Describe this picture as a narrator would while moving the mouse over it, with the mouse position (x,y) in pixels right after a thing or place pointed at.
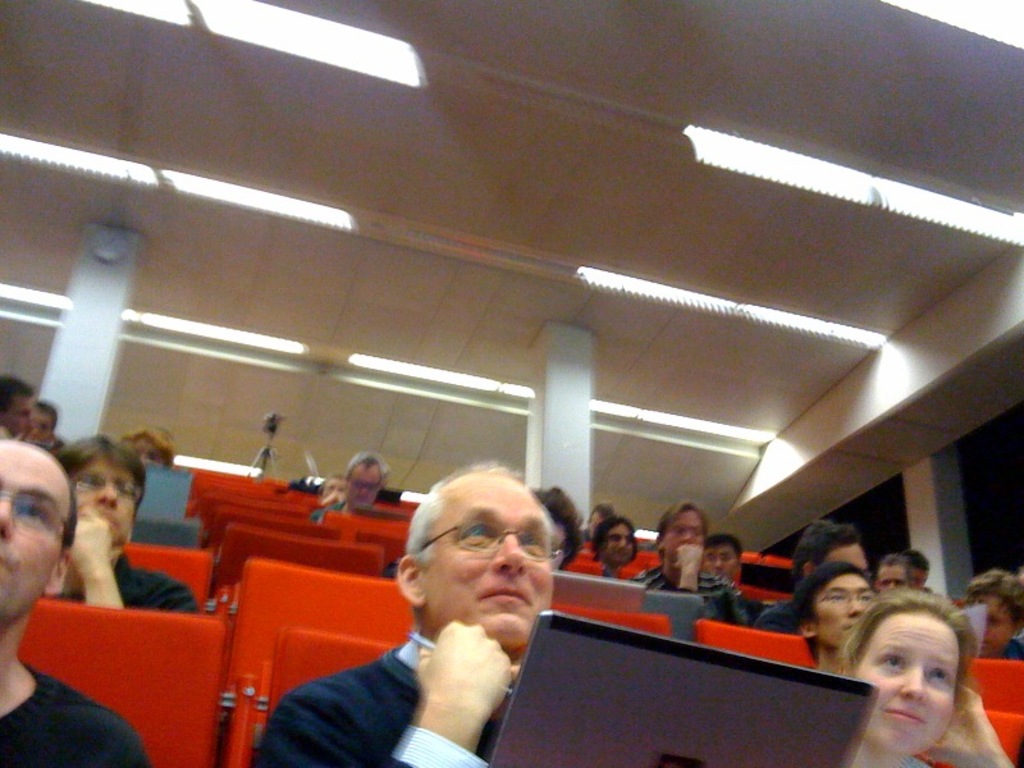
In the middle (507,480) an old man (487,597) is sitting on a red color chair (311,669) holding a laptop (622,710), smiling too. In the right side (896,717) there is a woman (920,638) and in the back side (92,524) few other people (561,564) are also sitting, at the top (325,210) there are lights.
